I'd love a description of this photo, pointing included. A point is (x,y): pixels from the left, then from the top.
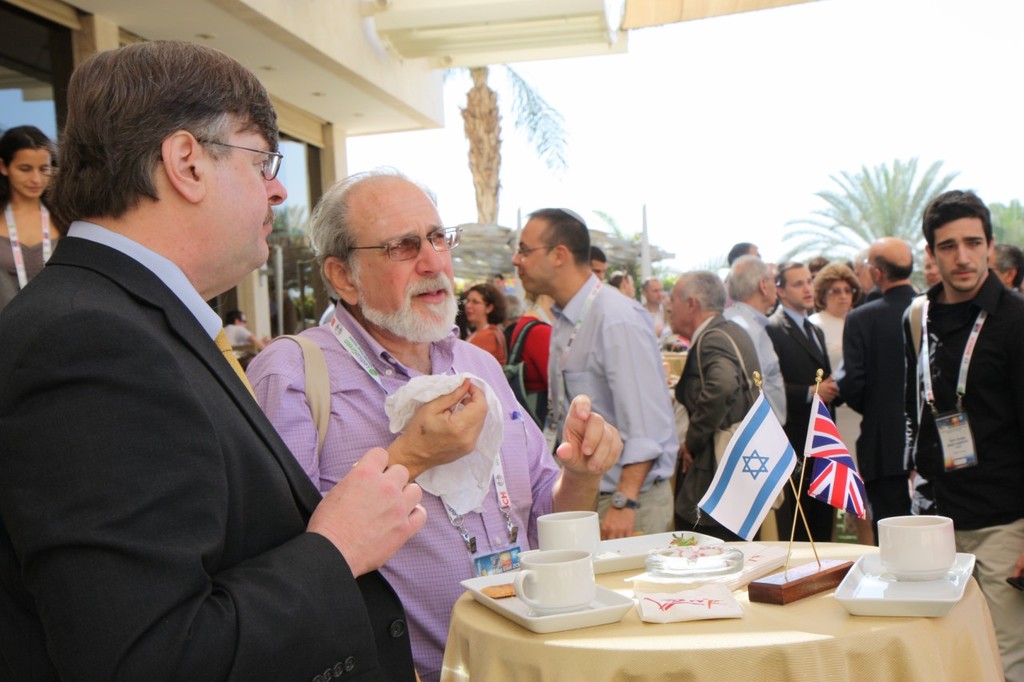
In the foreground of this image (949,662), there is a table (704,644) on which there are cups (939,570), trays (604,611), tissues (721,596) and flags (793,524). On the left (293,561), there are two men (315,518) standing, where a man (467,435) is holding a kerchief (479,466) and wearing a bag (315,375). In the background (706,334), there are people (659,319) standing wearing bags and ID tags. We can also see few trees (867,220) and sky (798,93) in the background (796,110) and on the left top (172,25), it seems like a building (164,38).
